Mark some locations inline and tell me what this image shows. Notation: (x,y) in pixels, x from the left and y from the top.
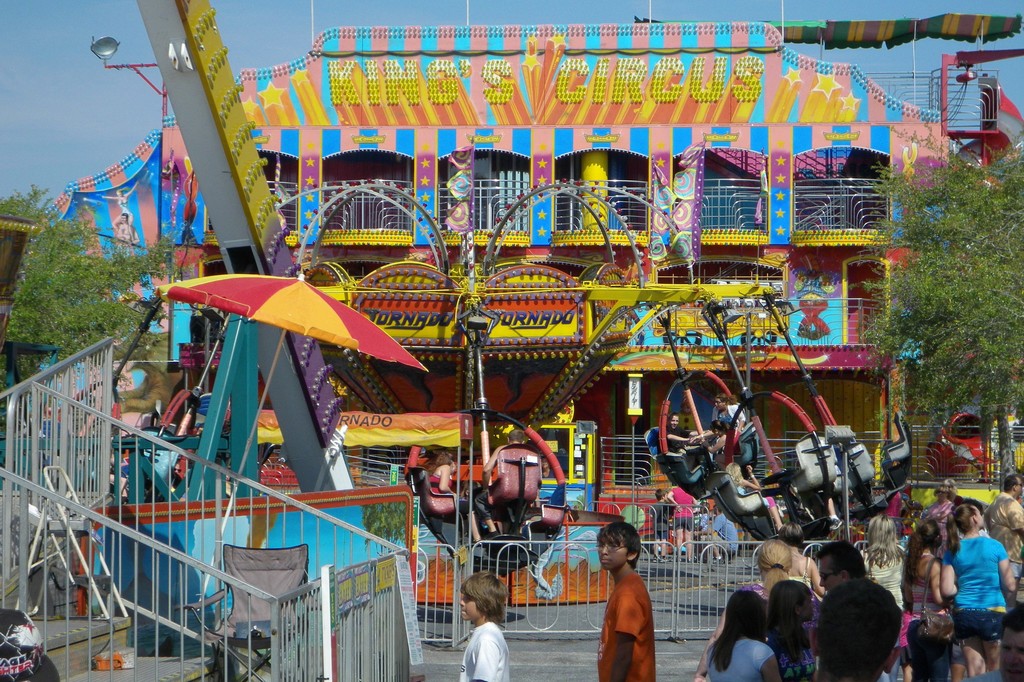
In this picture I can observe circus (568,134). There are railings (171,544) in this picture. I can observe some people (816,600) on the right side (924,592). There are some trees (52,284). In the background (256,49) I can observe sky (253,23).
